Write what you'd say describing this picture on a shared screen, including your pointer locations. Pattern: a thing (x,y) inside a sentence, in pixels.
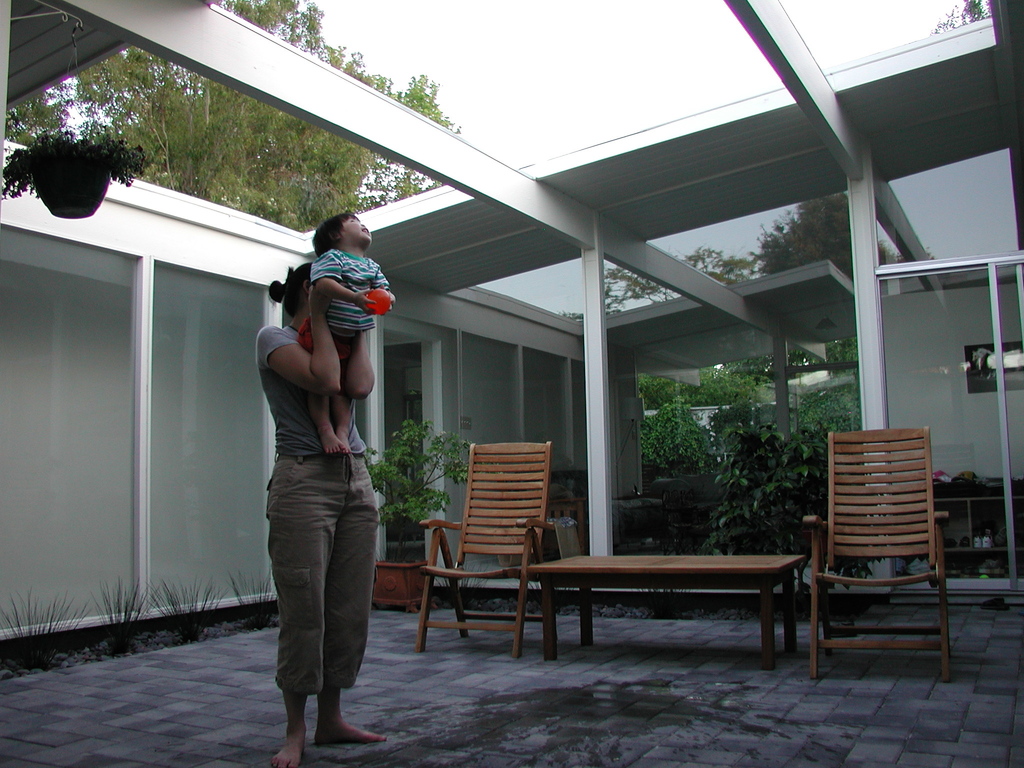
In this picture there is a woman (305,487) who is wearing a grey top (300,433) and is holding a baby (349,283). Baby (366,299) is holding a ball (370,292) in his hand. There is a flower pot (398,575) at the corner. There is some grass (130,629) on the ground (148,640). There is a chair (512,546) and a table (711,561). There are some plants (794,447) at the background (773,460). There is a shoe rack (991,532) on to the right side (993,538). There is a tree (243,121) at the background (226,140).
